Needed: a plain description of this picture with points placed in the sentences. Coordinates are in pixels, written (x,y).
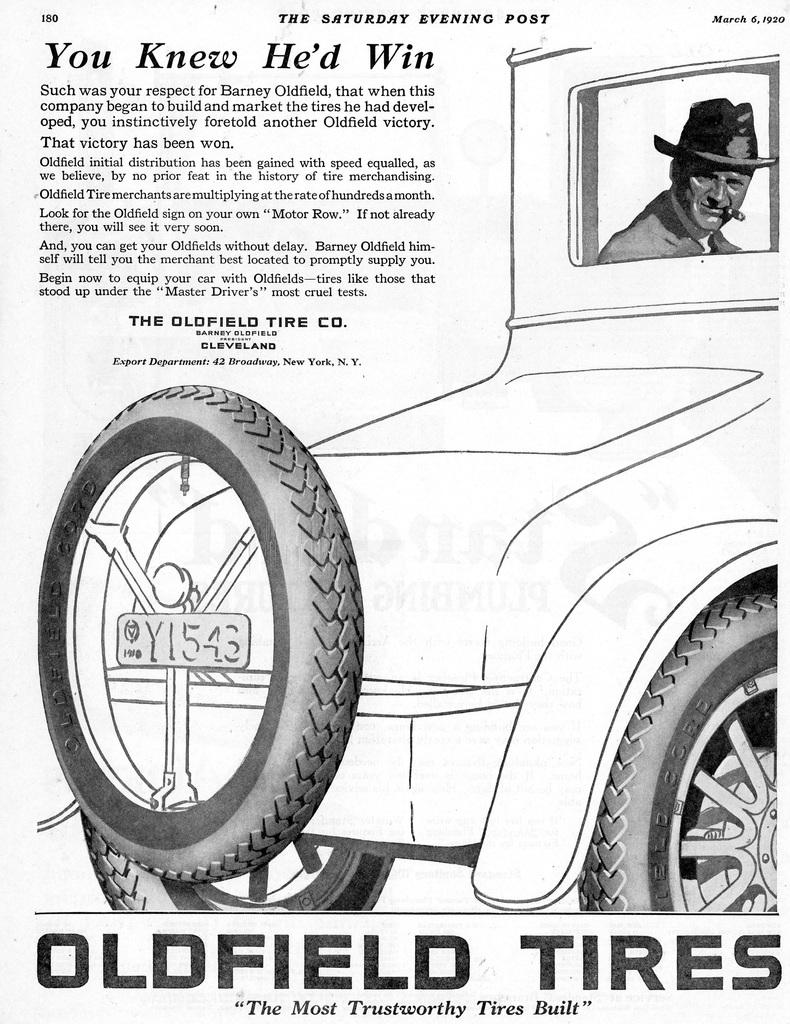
In this image I can see a person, vehicle (405,548) and a text (284,180). This image looks like a newspaper cutting.
